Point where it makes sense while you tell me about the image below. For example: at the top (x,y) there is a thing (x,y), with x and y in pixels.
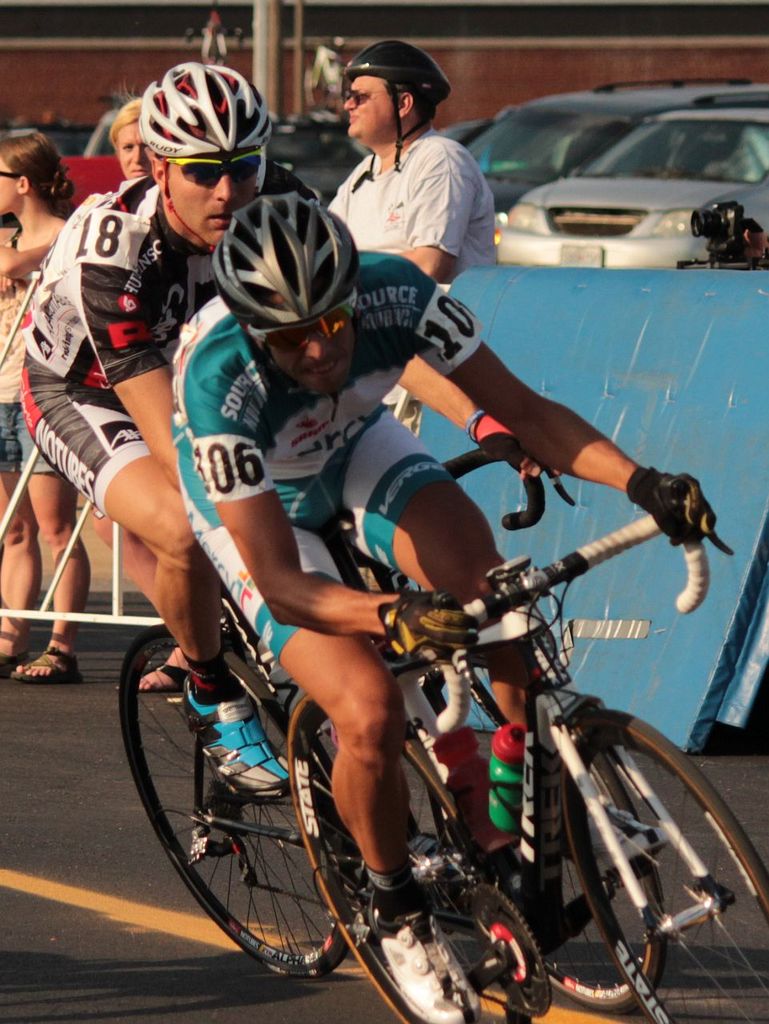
This image is taken in outdoors. There are five persons (203,339) in this image. At the bottom of the image (359,996) there is a road (696,1017). In the left side of the image (5,605) a woman (1,206) standing on the road (17,687) and a railing (129,617) is present. In the middle of the image (278,426) two men (507,379) on bicycle (342,954) riding on road (132,603) and the man (479,236) with helmet (345,73) is standing at the back (356,128). In the right side of the image (752,122) there is a camera (726,242) and a cars (691,236) were there.
